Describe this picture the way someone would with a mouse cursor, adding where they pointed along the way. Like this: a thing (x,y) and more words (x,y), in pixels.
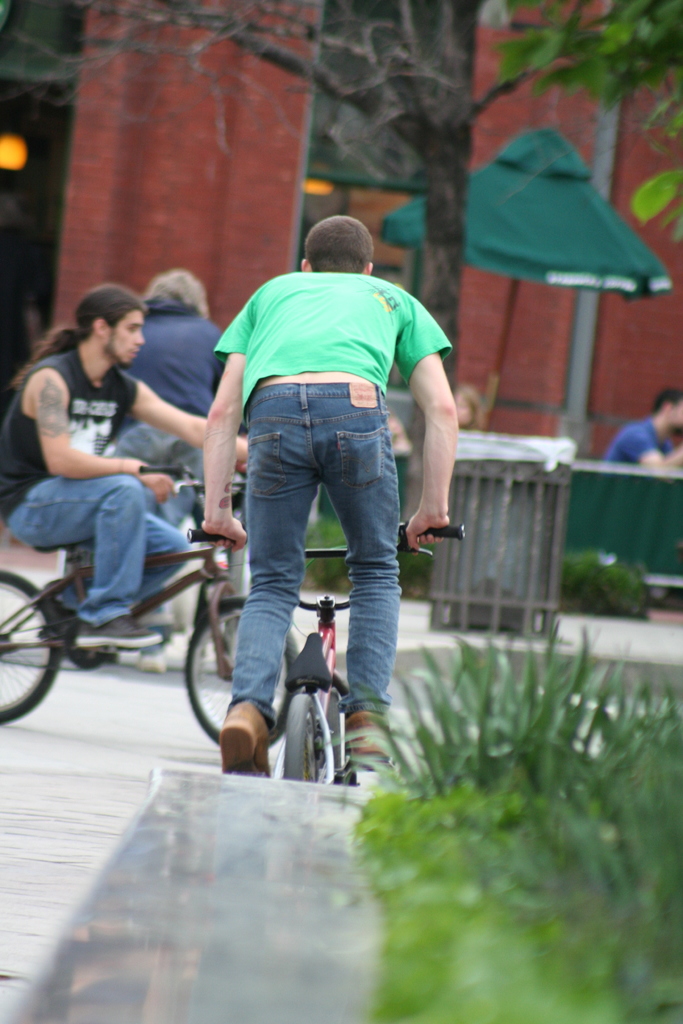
The image is outside of the city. In the image there are group of people (207,409) two people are riding a bicycle (334,611). On right side (638,440) there is man (639,427) who is sitting in background (450,181) we can also see trees (453,133), building (247,173), umbrella (543,178) and there are some grass (616,775).
